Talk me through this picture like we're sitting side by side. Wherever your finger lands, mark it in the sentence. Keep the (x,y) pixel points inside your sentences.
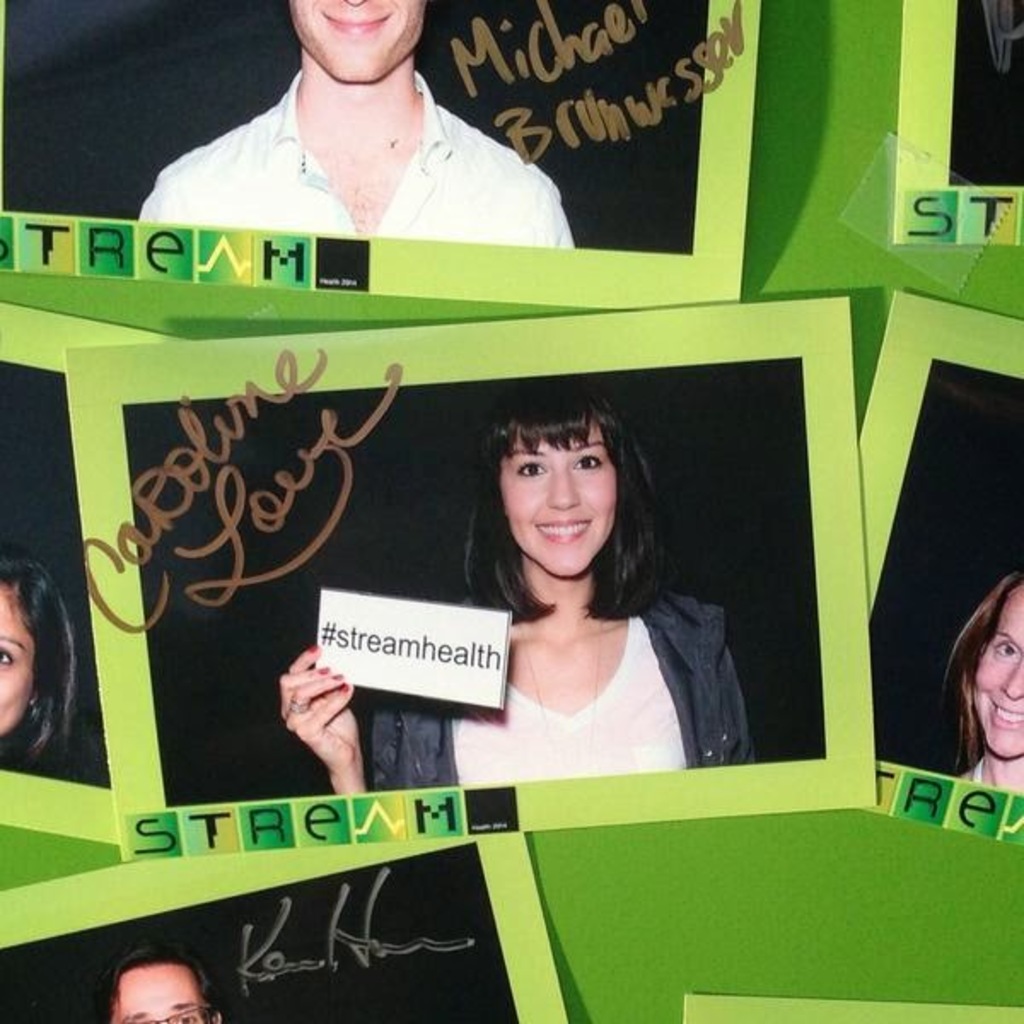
In this picture we can see the green surface (968,973). We can see the photo frames (384,916). There is something written on the frames (346,829).
